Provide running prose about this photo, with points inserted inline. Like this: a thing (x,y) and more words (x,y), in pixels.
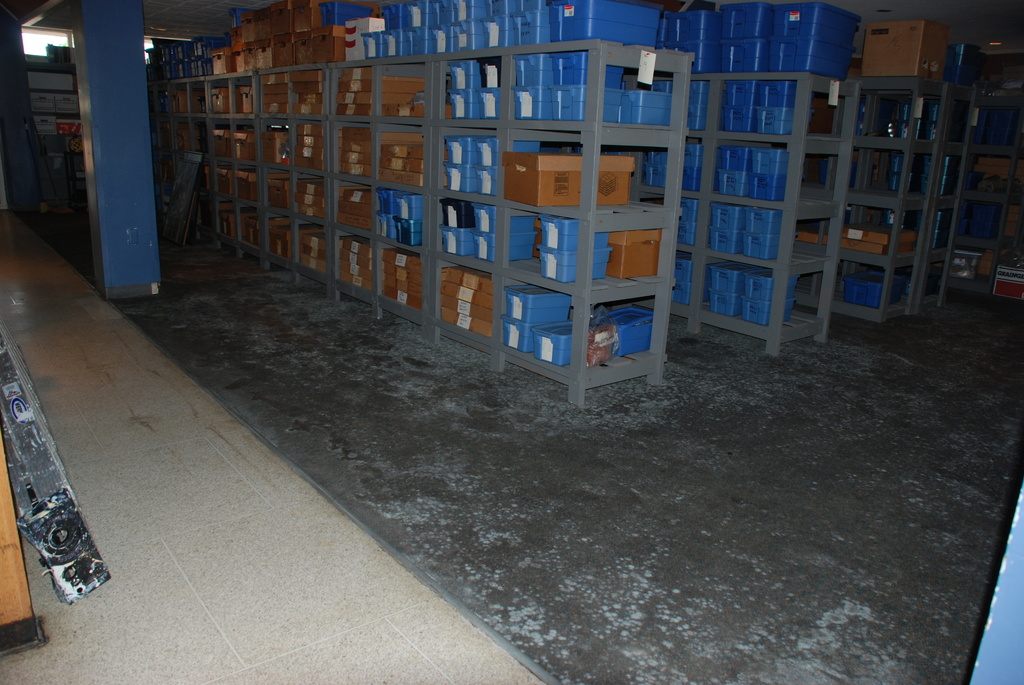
In this image, we can see some racks (942,168) contains boxes (540,217). There is a pillar (129,163) in the top left of the image (125,163).
